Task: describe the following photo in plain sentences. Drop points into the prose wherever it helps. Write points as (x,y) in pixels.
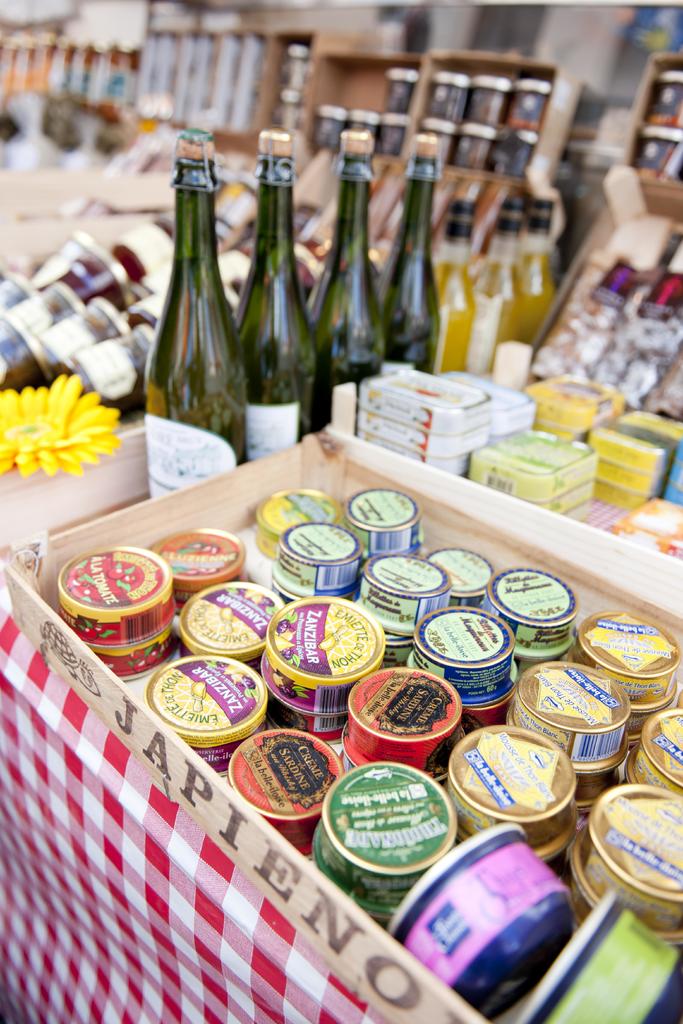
In this picture there are variety of small boxes (145,620) arranged in a row and there are white color boxes (433,451) arranged in a straight line, there are yellow color boxes (522,468) are arranged in a straight line and there are also few wine bottles (369,301) arranged here backdrop (509,263) also there are some wine bottles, there is a flower (111,433) here and there is a red and white checks cloth (70,863).
